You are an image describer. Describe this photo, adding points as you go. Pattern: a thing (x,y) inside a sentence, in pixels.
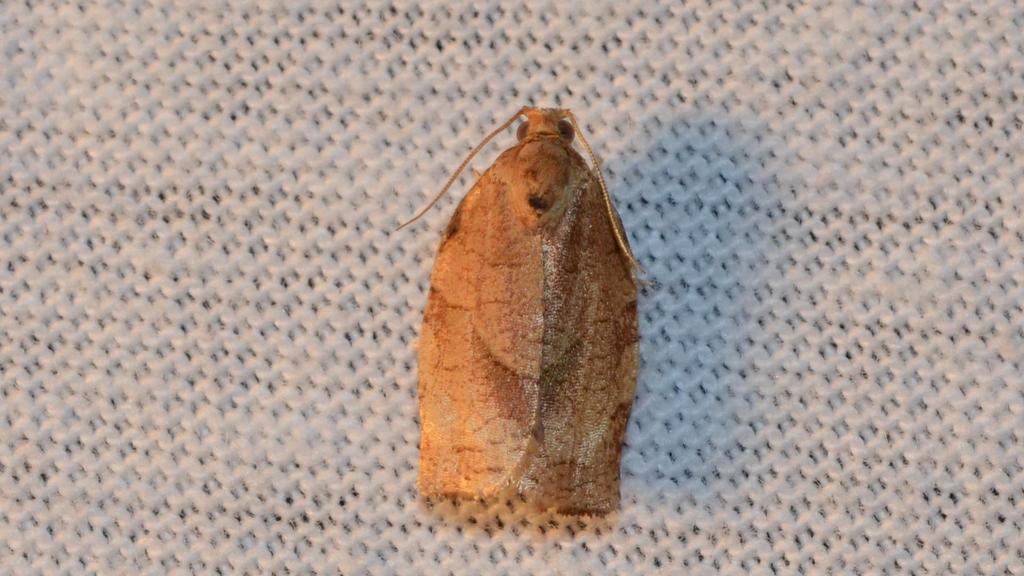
This is a picture of a moth (454,296) on a white cloth (175,390).
